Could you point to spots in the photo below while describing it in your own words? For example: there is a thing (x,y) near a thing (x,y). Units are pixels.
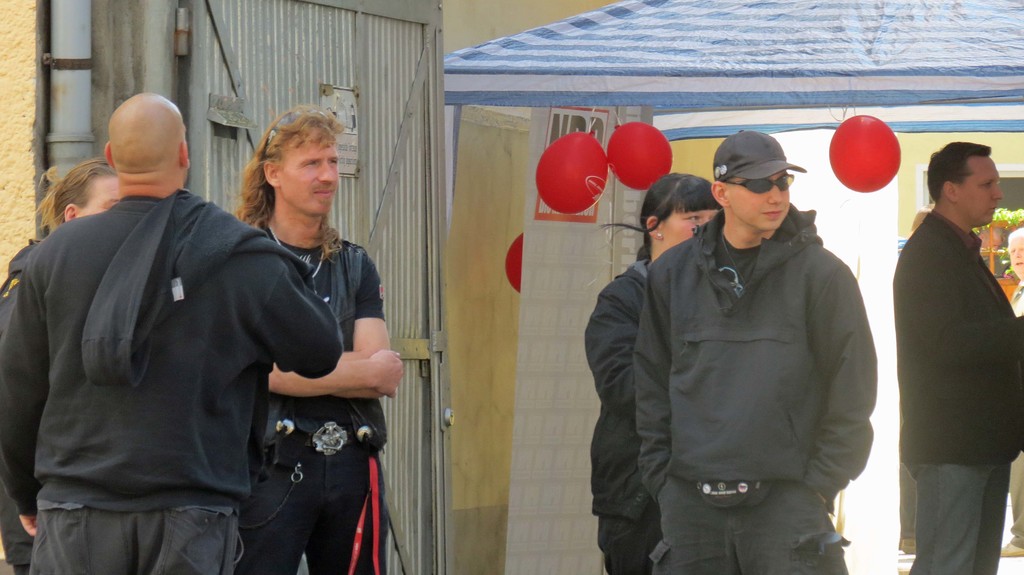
In this image a person (763,391) wearing a black jacket (775,354) is having goggles (759,185) and cap (731,156). Behind him there is a woman (611,424). Behind him there is a tent (663,113) having few balloons (575,160) tied to it. Right side (937,510) there is a person (954,357) wearing a suit (945,334). Behind him there are few persons (1021,266) and few pots (993,226) having plants (997,212) in it. Left side (284,72) there is a metal gate (321,65). Before it there are few persons (400,366) standing.
